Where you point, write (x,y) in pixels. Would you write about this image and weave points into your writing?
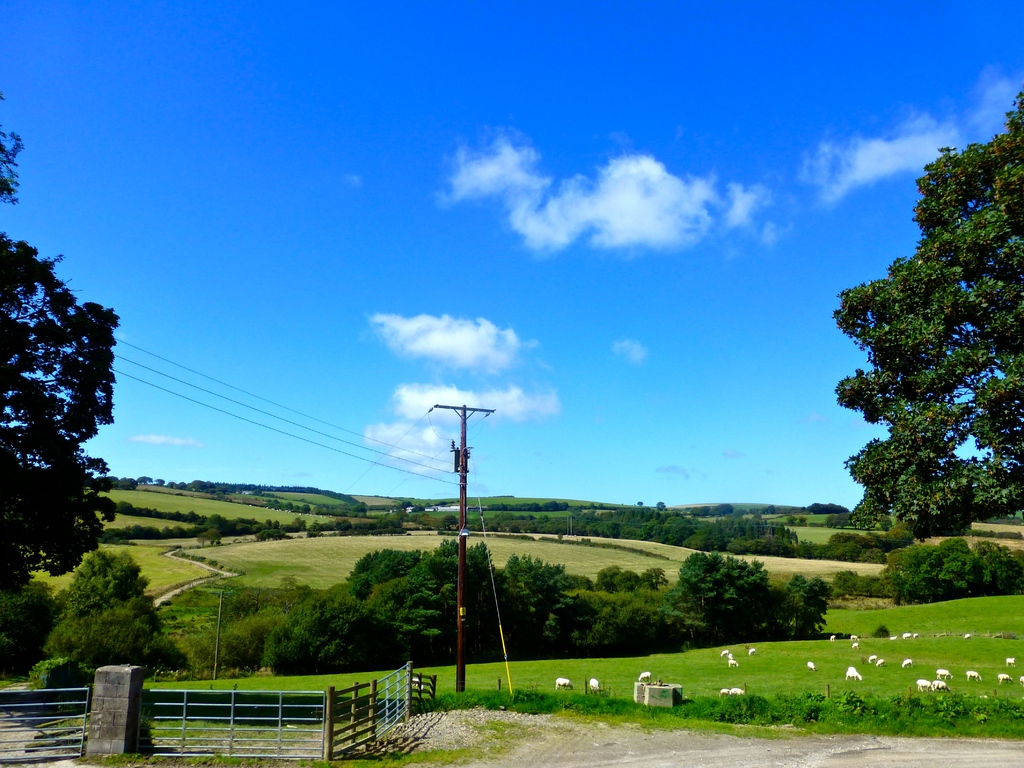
This picture might be taken from outside of the city. In this image, on the right side (932,679), we can see few animals (1011,680) are eating grass (932,662), we can also see some trees (1022,578), plants (1009,703) on the right side (1009,703). On the left side (330,747), we can also some metal grills (232,732), trees (260,621), plants (204,668), pillar (99,709). In the middle of the image (422,462), we can see electrical pole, electrical wires (423,475). In the background (567,610), we can see trees (587,612), plants (614,612). On the top (546,255), we can see a sky (598,308), at the bottom (882,677) there is a grass (735,678) and a land (555,718).
